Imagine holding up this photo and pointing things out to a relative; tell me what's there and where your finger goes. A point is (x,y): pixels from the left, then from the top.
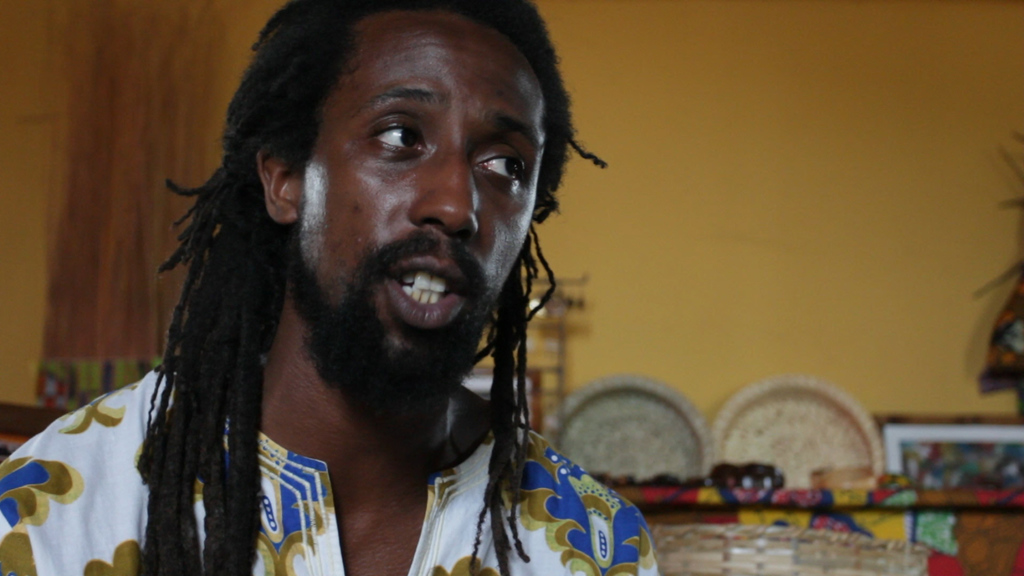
In this picture we can see a man (491,184) and at the back of him we can see some objects (740,551) and the wall (718,201).
